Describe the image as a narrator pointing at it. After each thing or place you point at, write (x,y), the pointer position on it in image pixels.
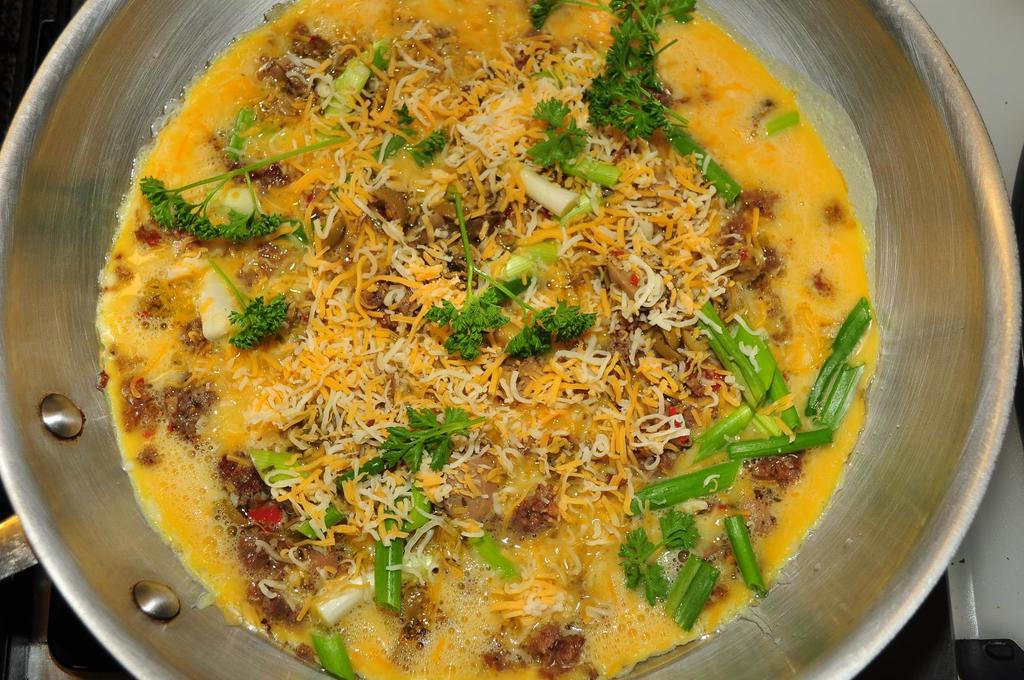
The picture consists of a food item (378,220) in a pan (99,151). The background (42,654) is not clear.
